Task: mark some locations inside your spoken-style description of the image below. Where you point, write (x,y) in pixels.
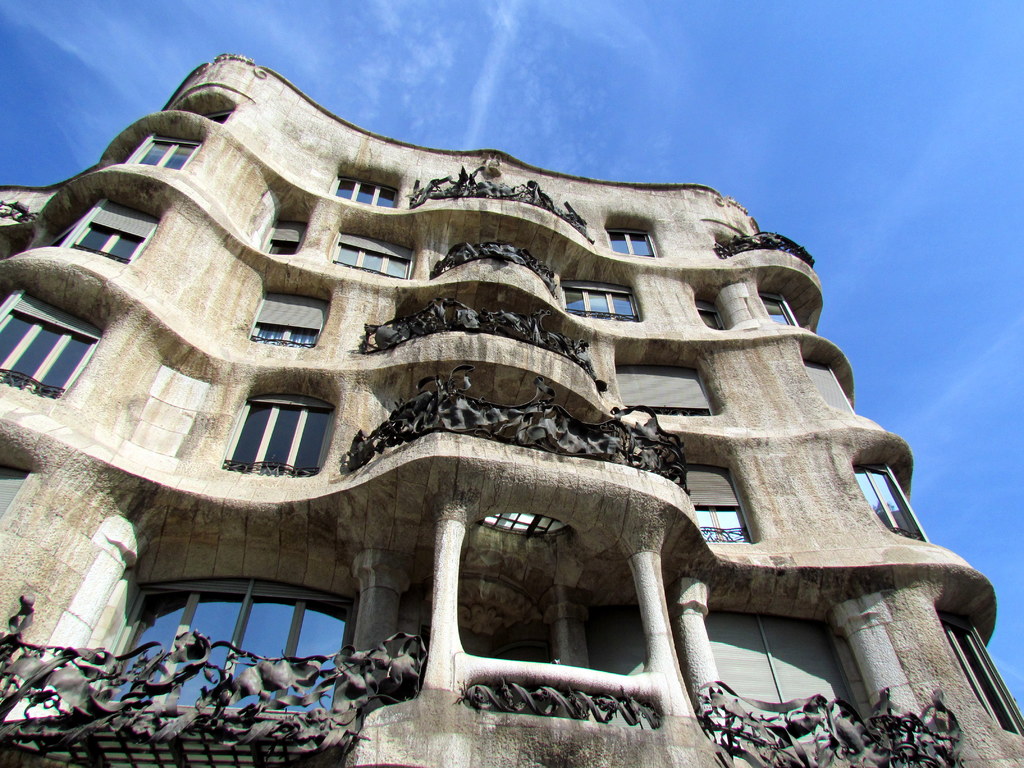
In this image we can see a building (267,423) with windows (15,335), railing (464,395). At the top of the image (655,112) there is sky (676,90).
